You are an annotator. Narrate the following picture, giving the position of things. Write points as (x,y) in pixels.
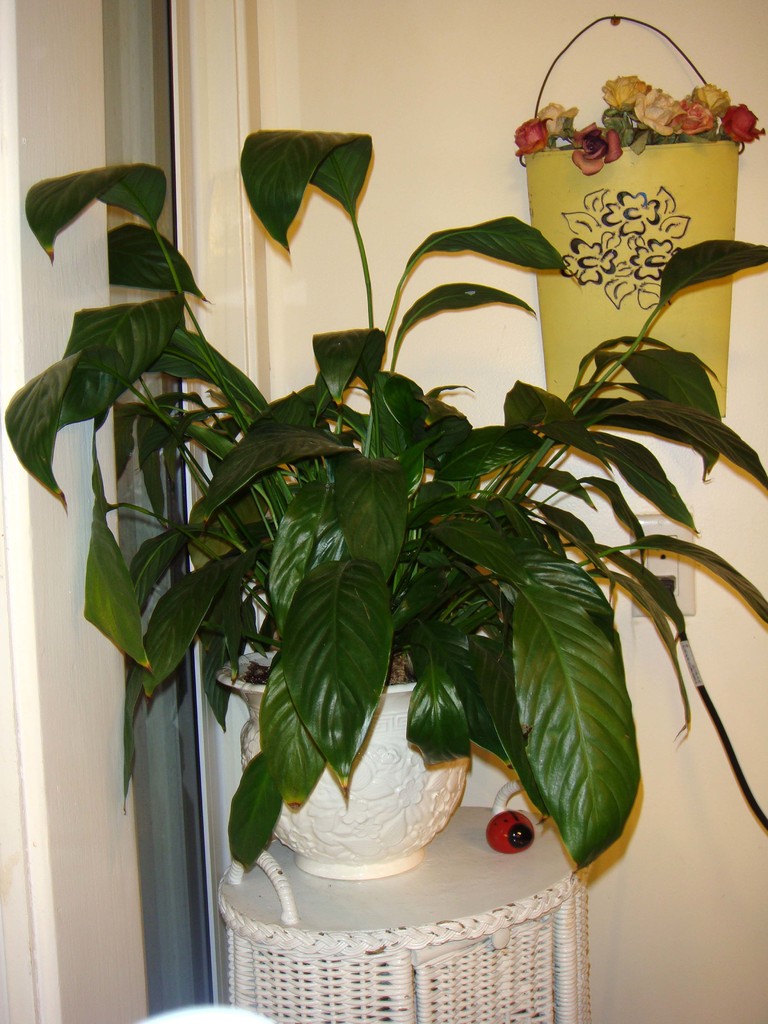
In this image in the center (410,613) there is a plant (374,661) in the pot (364,775) which is on the stool (403,903) in the center (487,398) and on the wall (513,154) there are flowers (642,145) in a basket (656,219) hanging.
